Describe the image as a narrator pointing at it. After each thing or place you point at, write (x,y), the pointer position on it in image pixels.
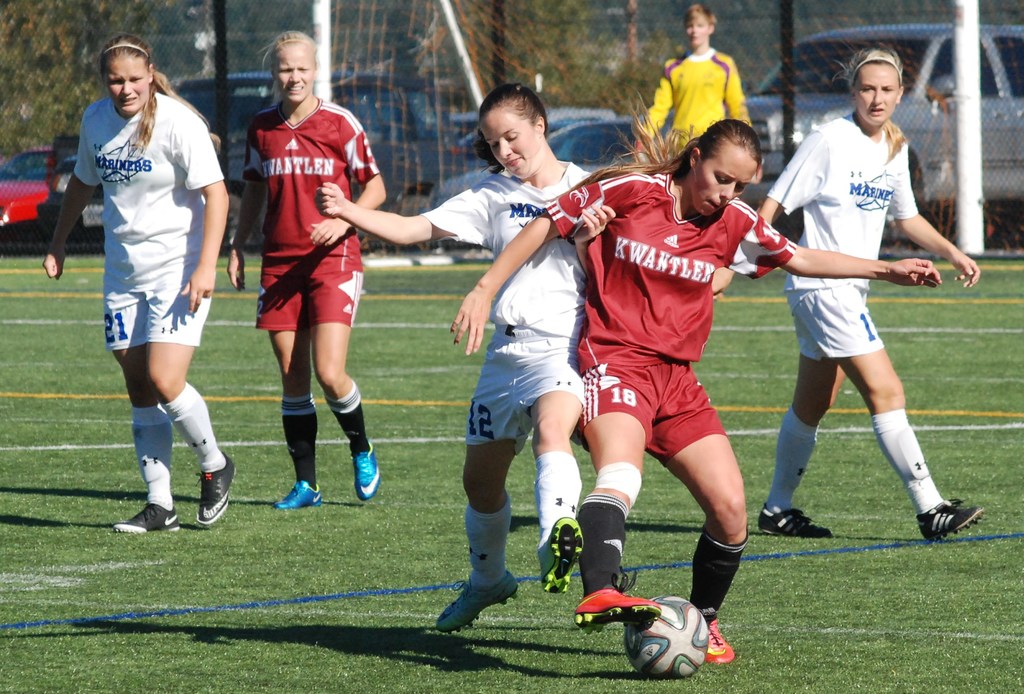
In this image I see a 6 people (449,219) and all of them are on the grass (63,549) and there is a football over here. In the background (992,196) I see the net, a fence (273,42), 2 poles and cars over here.
